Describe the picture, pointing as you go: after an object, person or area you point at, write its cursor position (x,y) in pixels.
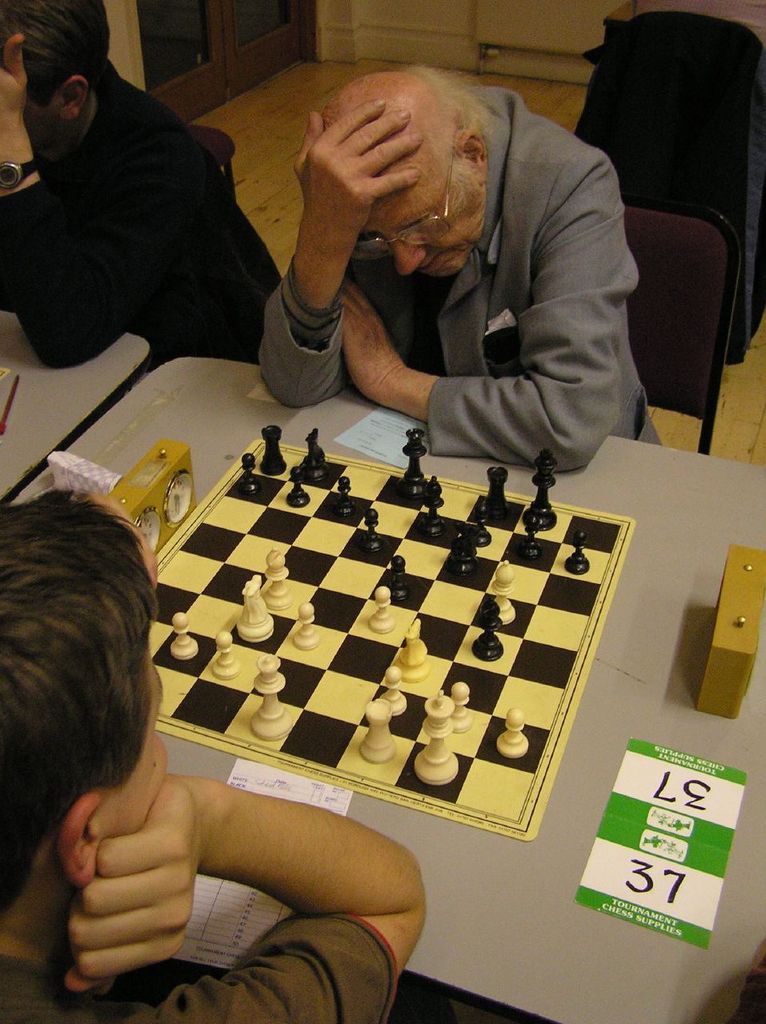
In this image i can see two men (268,826) sitting on a chair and playing chess (556,598) on a table (622,612), at the back ground (428,34) i can see a wooden wall (408,25).
